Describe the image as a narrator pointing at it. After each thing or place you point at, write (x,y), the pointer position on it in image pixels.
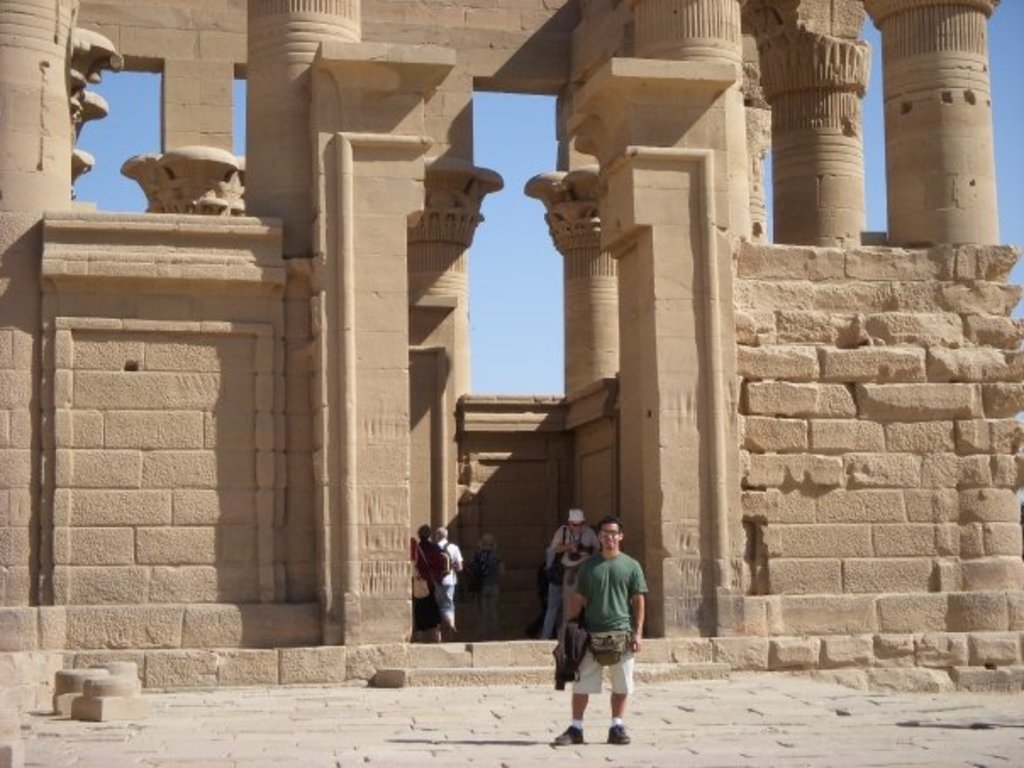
In the background (1007,143) we can see the sky (1008,28) and it seems like a sunny day. We can see the pillars (81,122), walls (919,480). We can see the people (454,582). Few are wearing hats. This picture is mainly highlighted with a man (612,597) wearing a t-shirt (630,594), bag (608,648) and he is smiling. He is standing on the floor (541,693).
